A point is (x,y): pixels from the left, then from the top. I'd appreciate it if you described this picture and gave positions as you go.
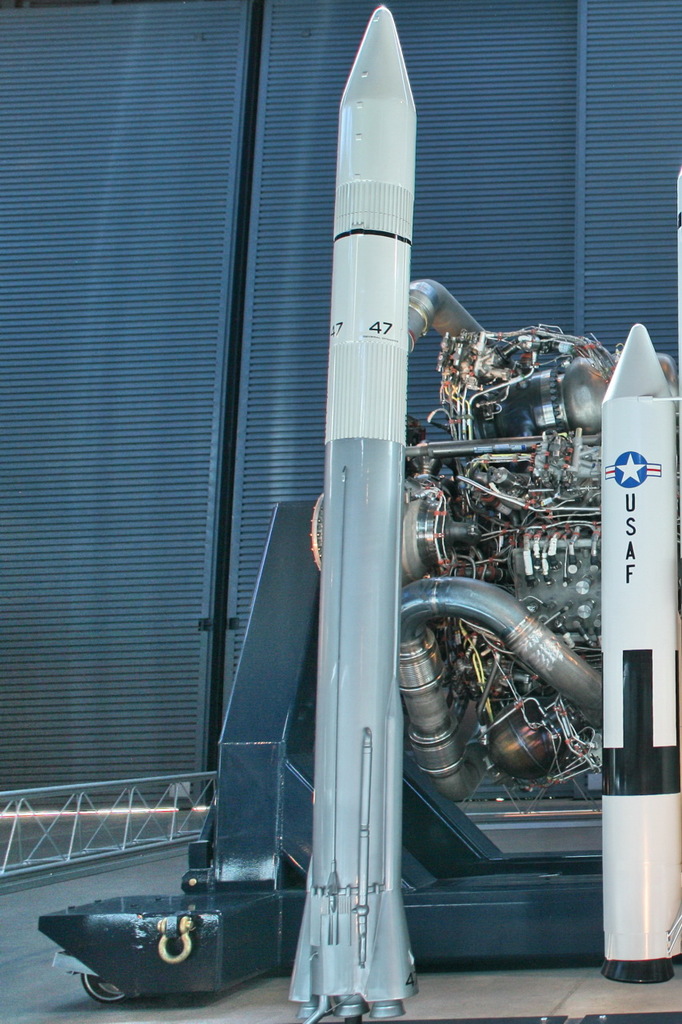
In this image there are depictions of rockets (625,823). Behind the rockets (373,451) there is a machine (495,680). In the background of the image (142,297) there is a closed metal shutter (200,371). At the bottom of the image (131,790) there are metal rods (130,814).
